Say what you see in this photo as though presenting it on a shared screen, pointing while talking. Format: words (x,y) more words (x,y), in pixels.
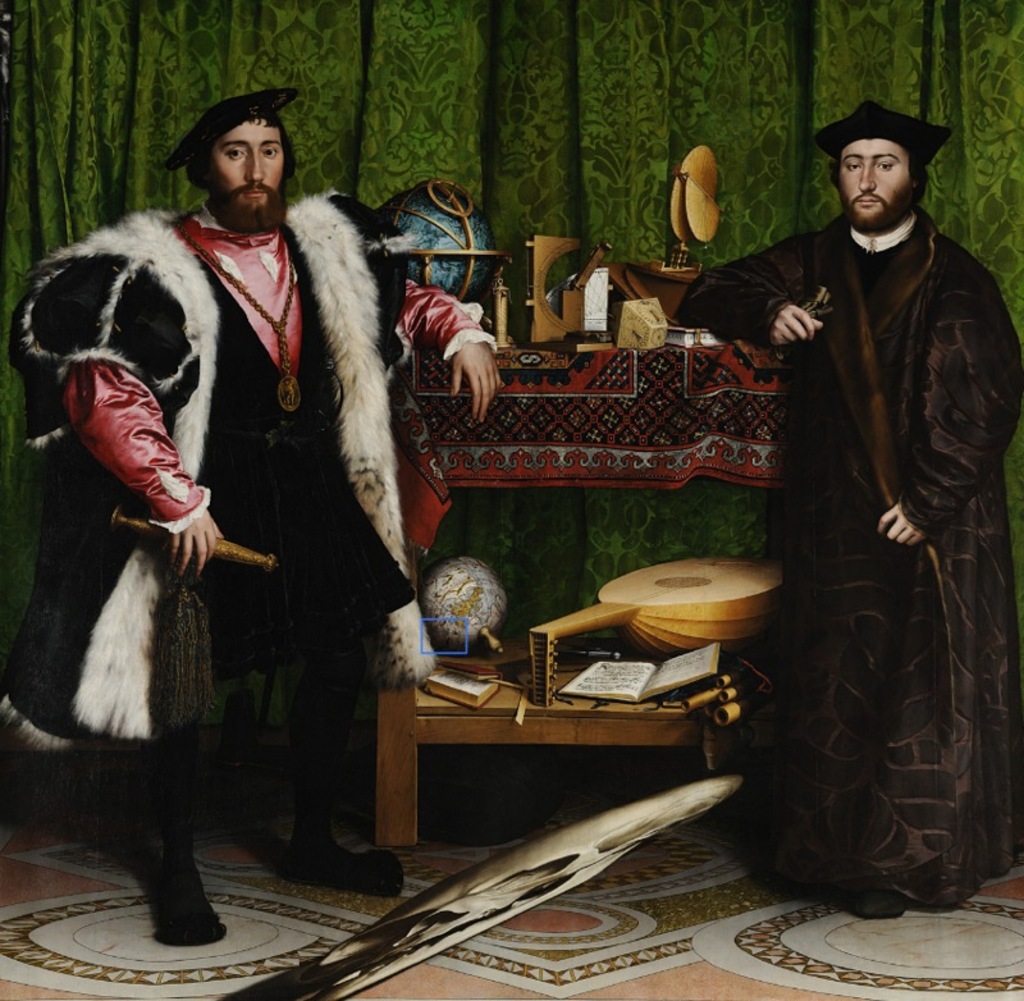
In the picture I can see two persons (942,315) standing and placed their hands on a table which is in between them and there are few objects (553,248) placed on the table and there are green color curtains (476,88) in the background (496,58).
